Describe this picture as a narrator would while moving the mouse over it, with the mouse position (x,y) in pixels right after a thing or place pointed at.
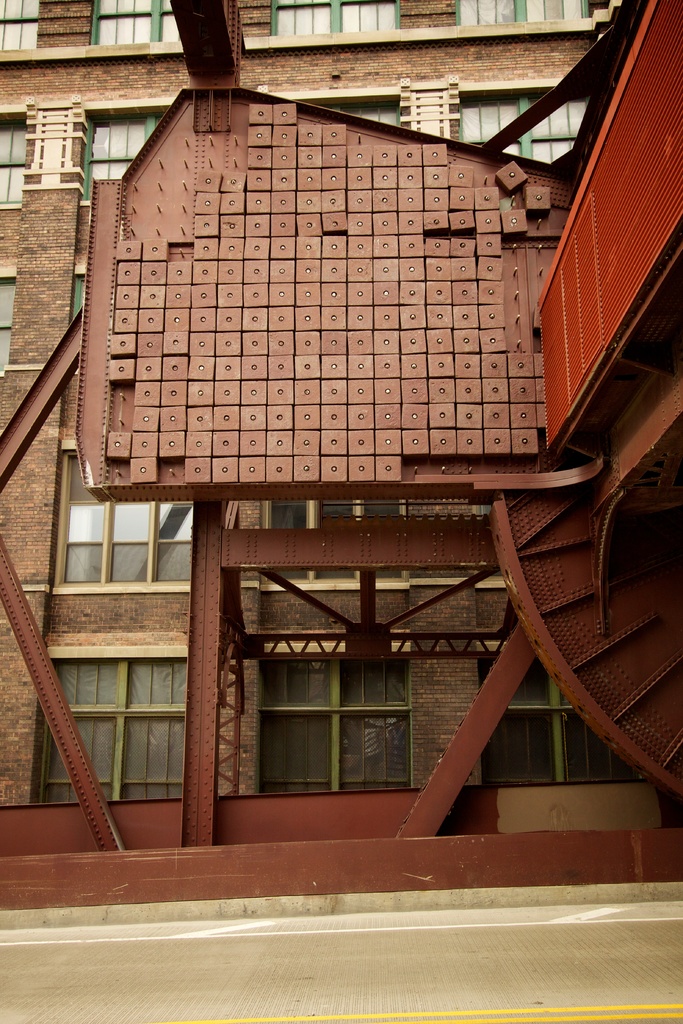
In this picture I can see there is a building (163,684) in the backdrop (292,737) and there is a frame (480,552) onto right side (674,680) and there is a road (433,975).
